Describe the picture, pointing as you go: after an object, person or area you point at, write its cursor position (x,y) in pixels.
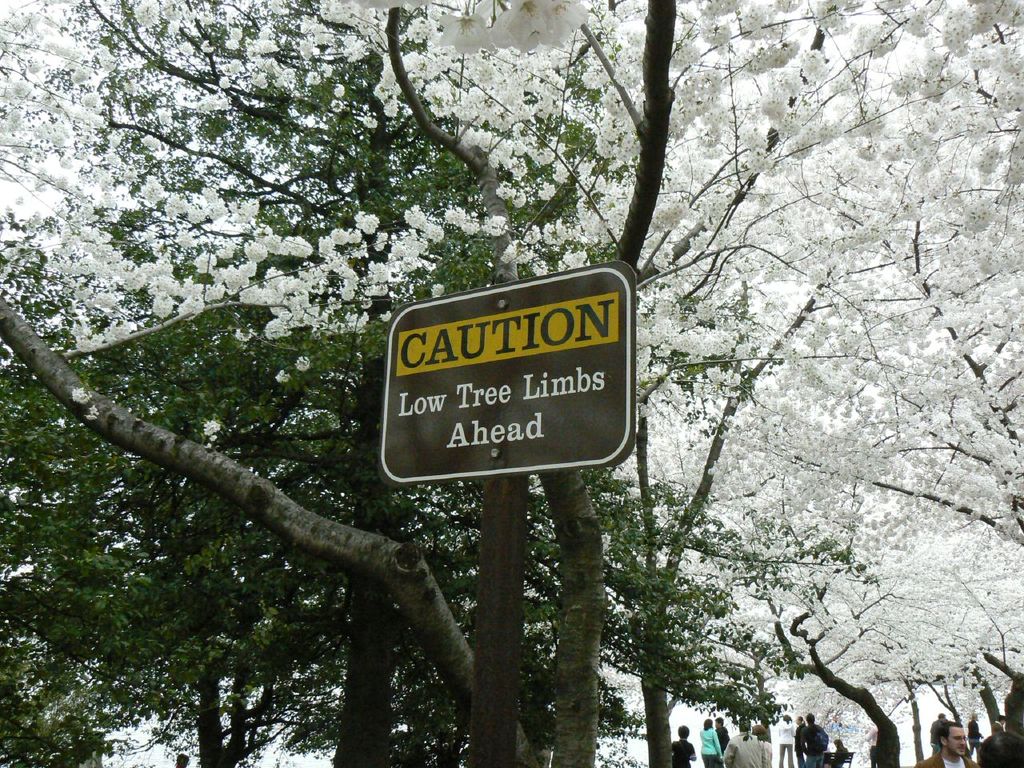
In this picture there are people (940,717), among them there is a person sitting on a bench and we can see board (405,436), trees (424,526) and flowers (982,674).
